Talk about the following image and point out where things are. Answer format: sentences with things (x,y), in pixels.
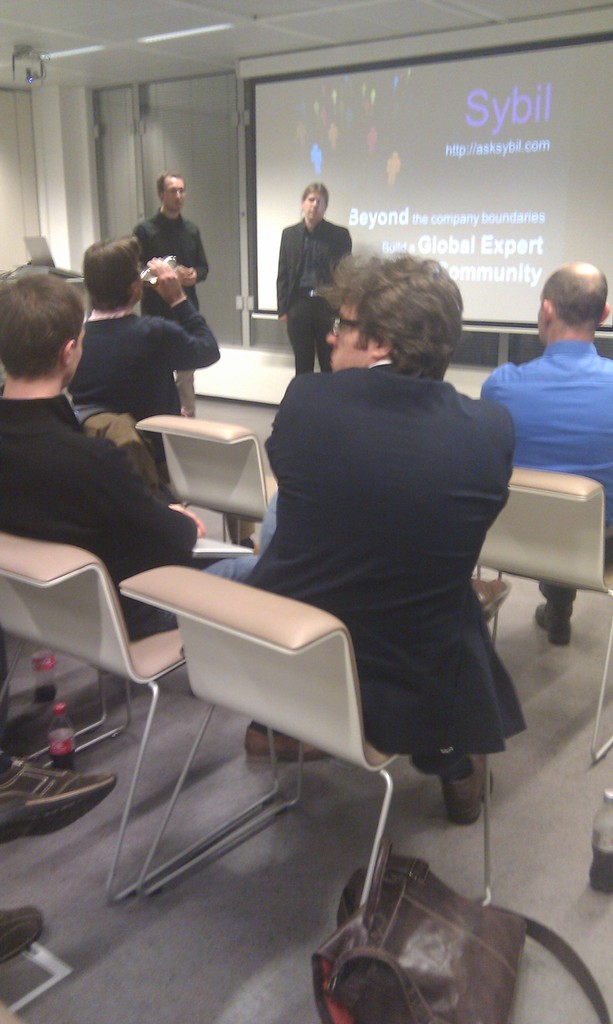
There are two persons (333,226) standing and there is a projected image (411,178) behind them and there are group of people (287,427) sitting in front of them.
